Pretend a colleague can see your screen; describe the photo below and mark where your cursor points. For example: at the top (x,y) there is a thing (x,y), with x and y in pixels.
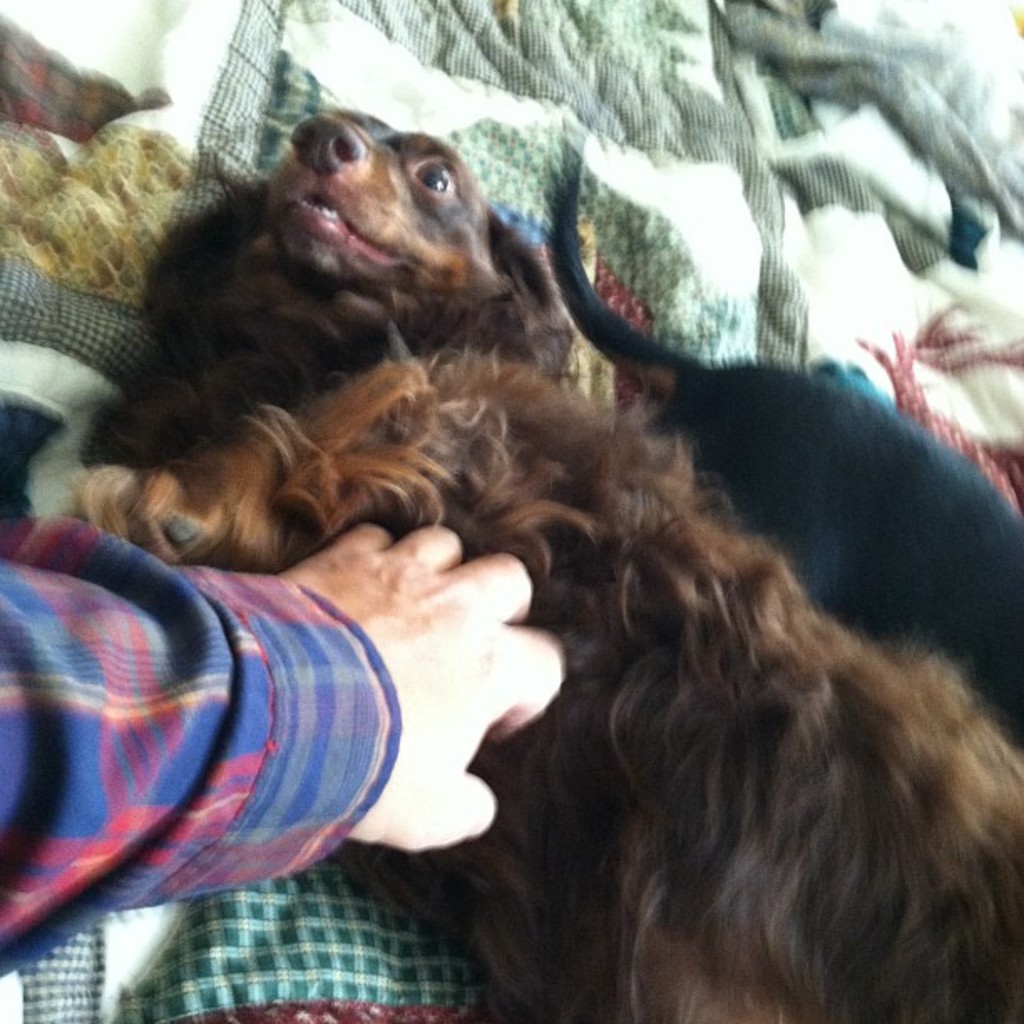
In this image we can see the dogs (657,584) lying on a blanket (13,994). We can also see the hand (431,670) of a person (237,699) on a dog (777,720).
